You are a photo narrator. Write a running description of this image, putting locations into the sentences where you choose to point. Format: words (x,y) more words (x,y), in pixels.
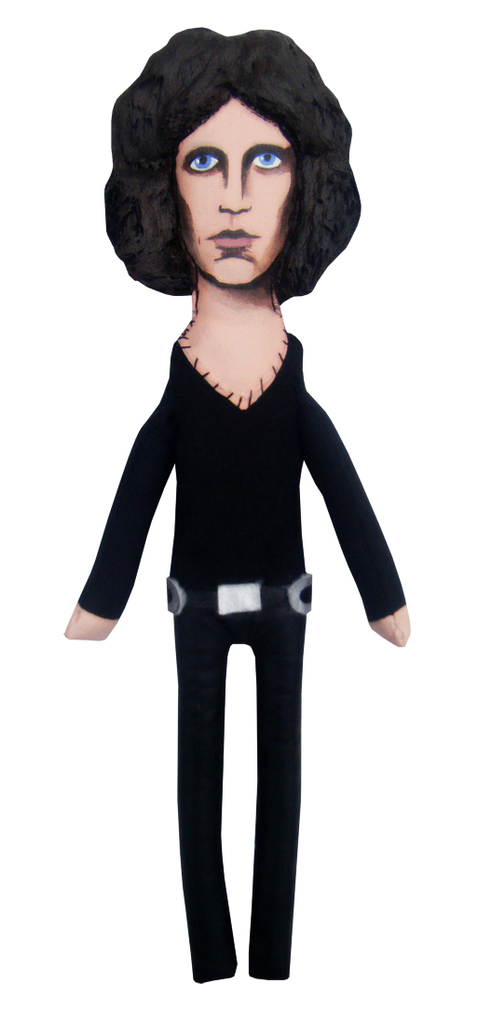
In this picture I can see there is a doll (332,437) standing here and is wearing a black shirt (243,499) and pant (289,893). There is a white backdrop (447,998).
